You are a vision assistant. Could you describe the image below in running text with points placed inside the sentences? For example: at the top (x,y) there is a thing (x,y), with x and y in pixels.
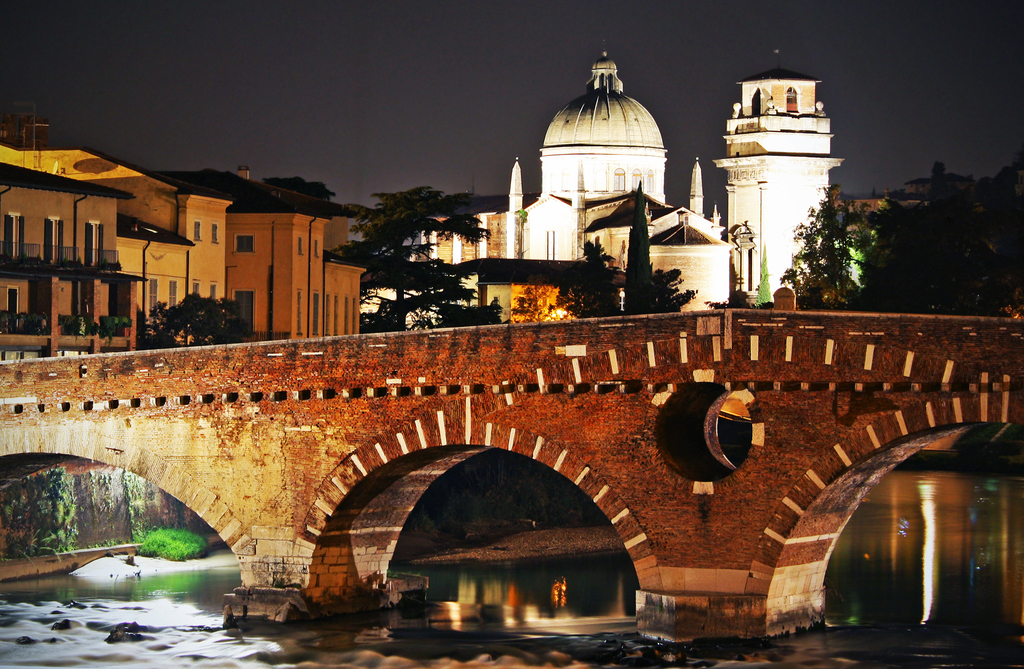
In the center of the image (415,368) there is a bridge (790,408). At the bottom (455,631) we can see water (519,626). In the background (338,304) there are trees (857,217), buildings (571,216) and sky (511,80).
